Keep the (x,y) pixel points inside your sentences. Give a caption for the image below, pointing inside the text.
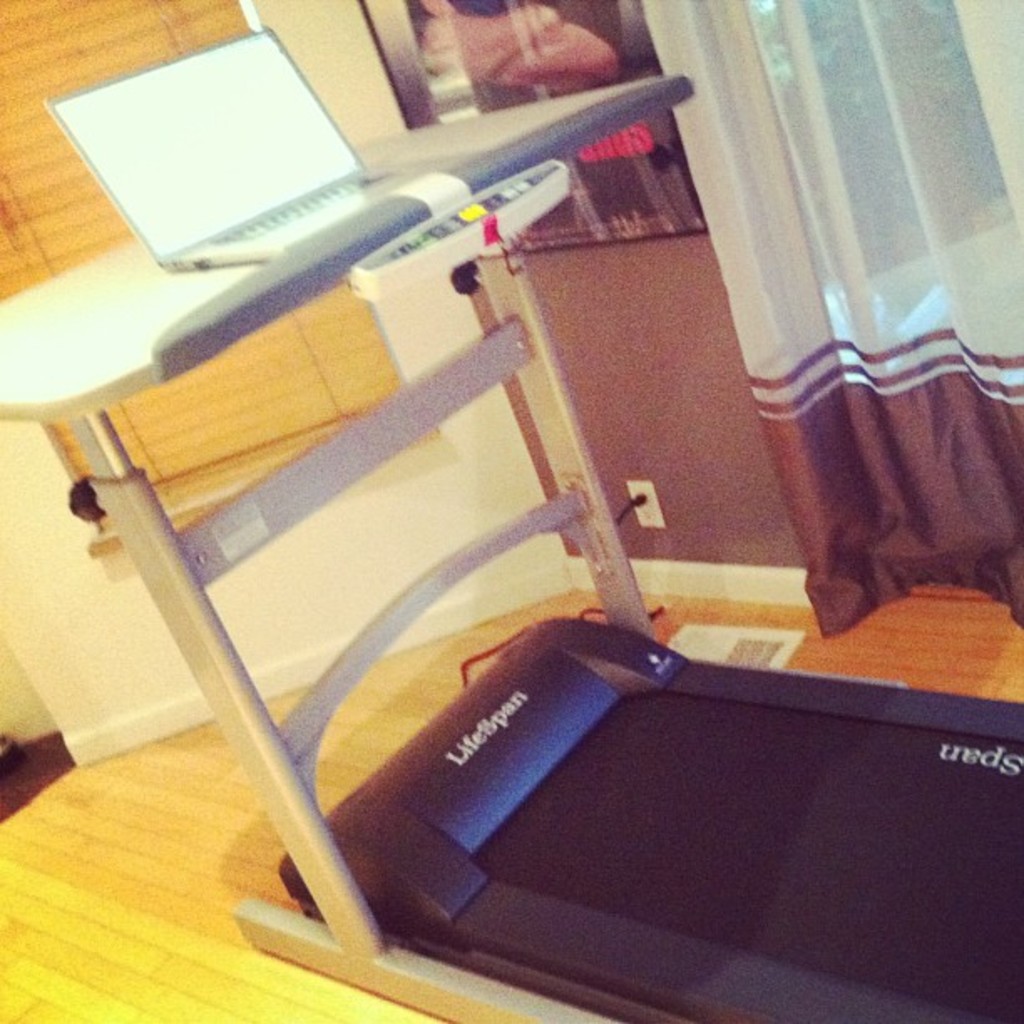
In this picture I can see a treadmill (1001,999) and a laptop (286,225) on it and I can see a curtain (835,398) and a photo frame (646,226) on the wall (666,260) and I can see blinds (51,220) to the window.
